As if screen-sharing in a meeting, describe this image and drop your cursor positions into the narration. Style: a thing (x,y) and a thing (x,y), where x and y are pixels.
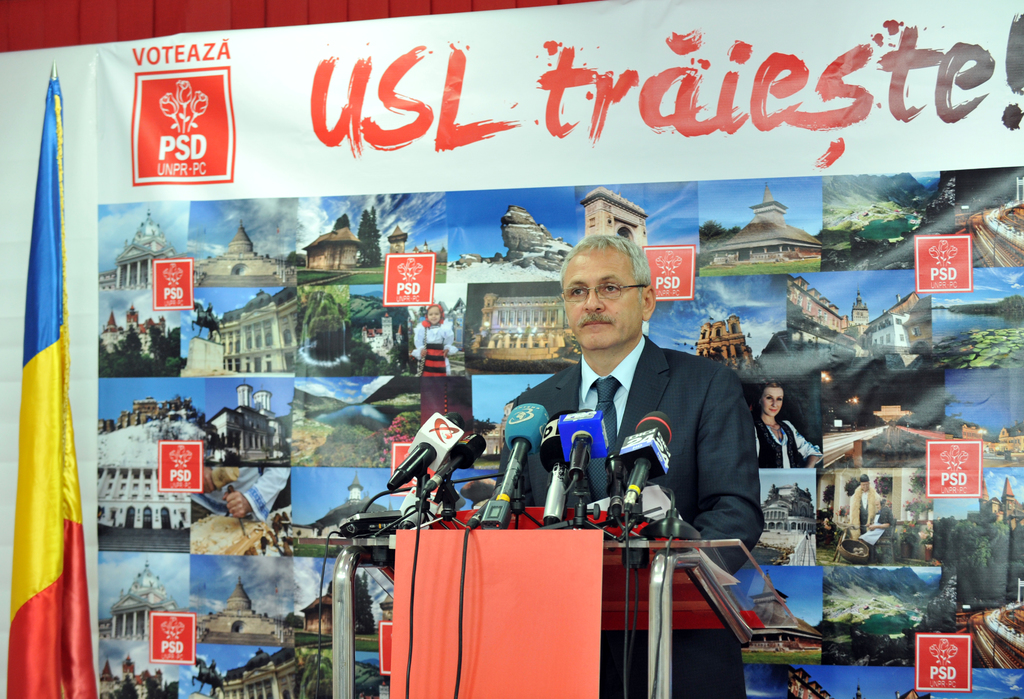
In the picture I can see a person (669,412) wearing blazer (535,474), tie (612,440), shirt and spectacles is standing near the podium (541,637) where many mics (603,430) are placed. In the background (602,209), we can see a white color banner (525,363) on which we can see images (861,291) of different buildings (226,364) and people (206,505) and on the left side of the image (18,600) we can see a flag (62,375) which is in blue, yellow and red color.
